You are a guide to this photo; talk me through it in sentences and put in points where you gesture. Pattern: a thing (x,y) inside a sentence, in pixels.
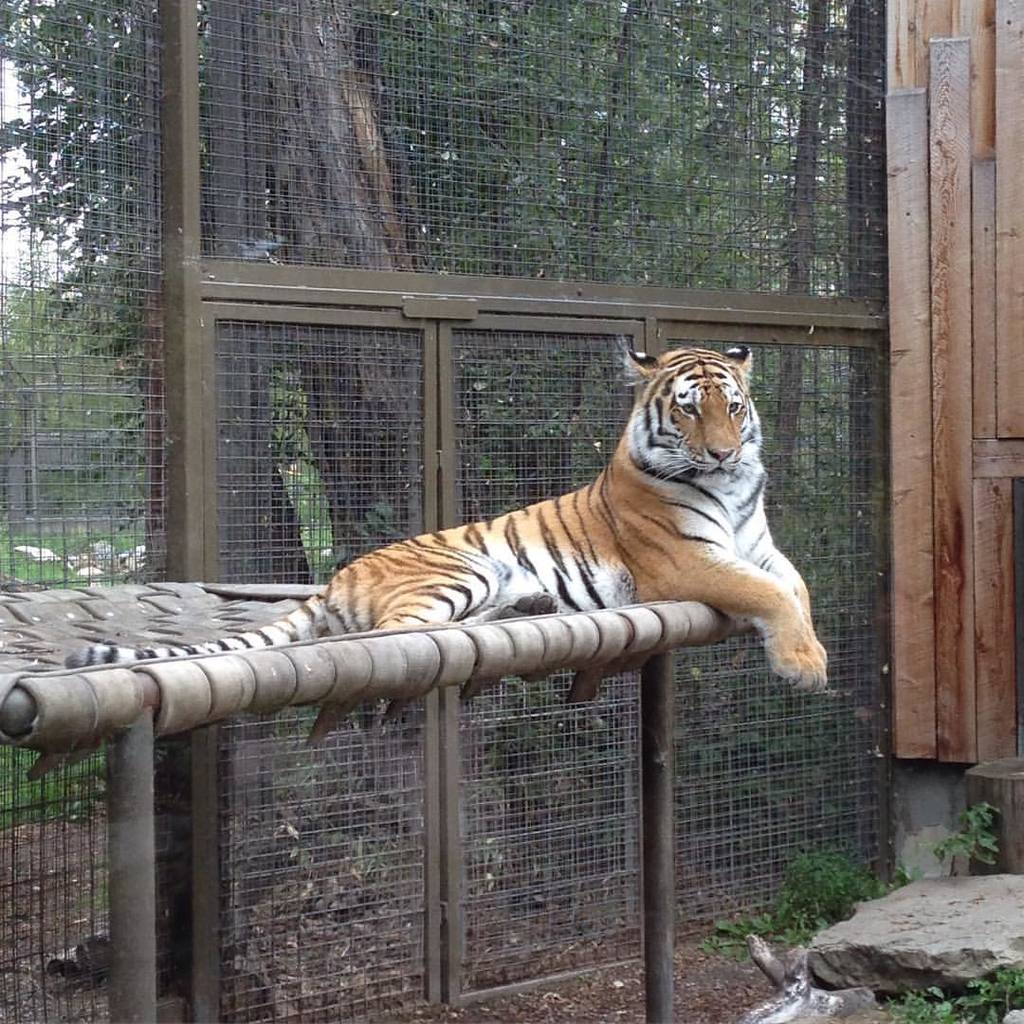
Here we can see a tiger (497,542) sitting on a platform (269,669) and we can see poles (185,128), welded wire mesh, metal doors (529,445), trees (120,44), sky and on the right side (978,249) there is a wooden object (945,225), stone (887,950) and plants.
